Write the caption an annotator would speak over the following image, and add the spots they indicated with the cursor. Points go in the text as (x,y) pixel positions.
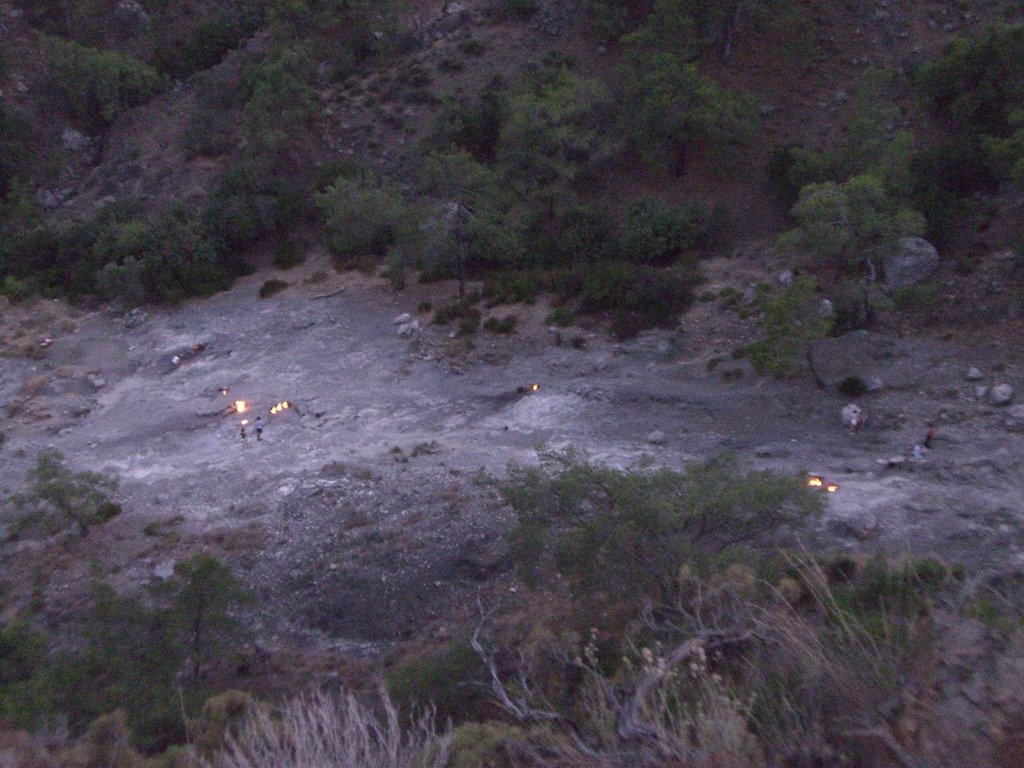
In this picture I can observe some plants (479,629) and trees (493,201) on the ground (11,569). On the right side (837,392) I can observe some stones (856,416) on the land (844,407).
